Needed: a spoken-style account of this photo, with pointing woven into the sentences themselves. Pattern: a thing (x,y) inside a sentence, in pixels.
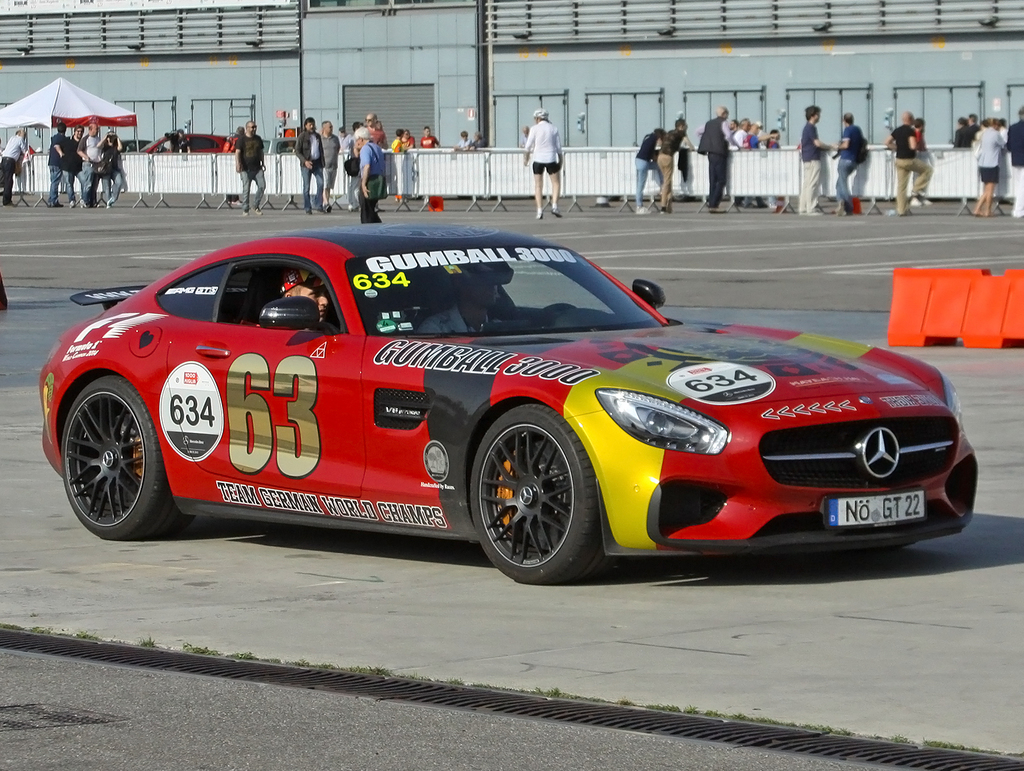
In the center of the image (524,436) we can see a racing car (552,548) on the road (702,670). In the background (841,175) there are people (308,200). On the left (89,118) we can see a tent (65,115) and there is a building (493,86). We can see a fence (446,184). On the right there is a traffic barrier (906,307).
